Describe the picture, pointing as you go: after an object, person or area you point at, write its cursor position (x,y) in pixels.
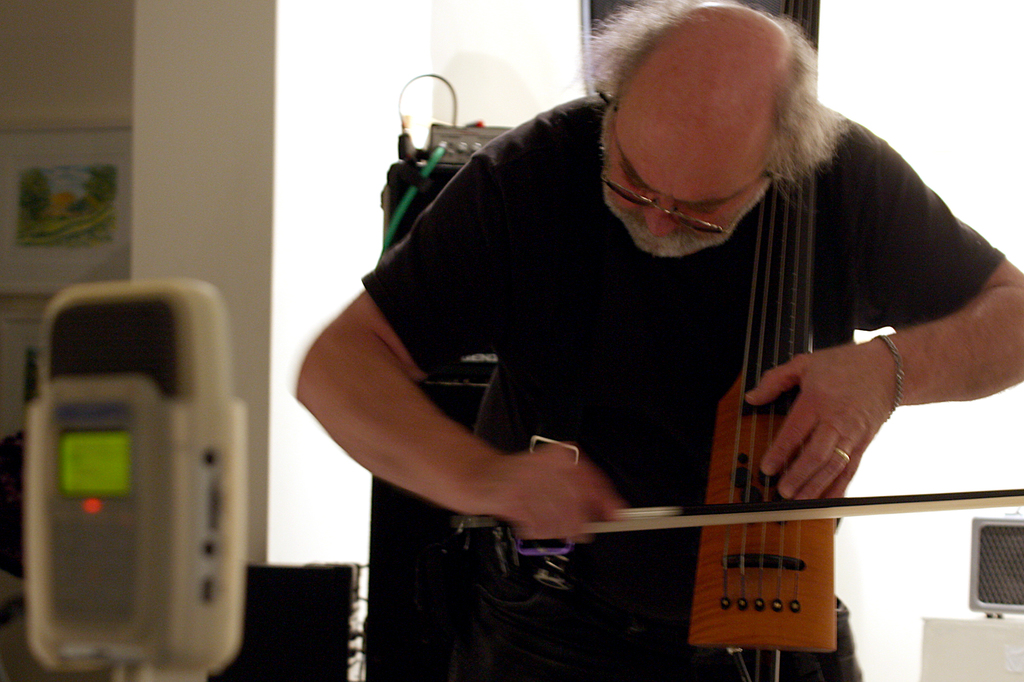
In this picture I can observe an old man (677,300) playing a bass (734,630). He is wearing black color T shirt (623,319) and spectacles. On the left side (109,473) I can observe a device (109,473). In the background (226,270) there is a wall (247,154).
